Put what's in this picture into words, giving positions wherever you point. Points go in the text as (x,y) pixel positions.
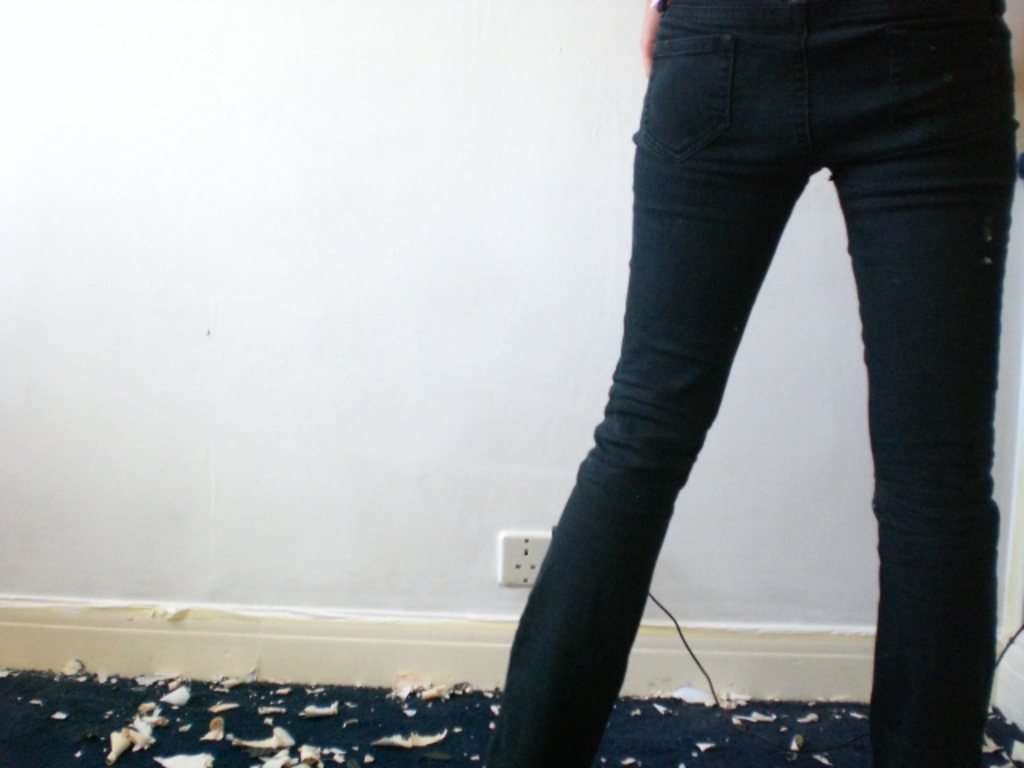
There is one person (765,218) standing on the right side of this image (696,303), and there is a white color wall (441,313) in the background (761,486). There is a power socket (509,577) and there is a floor (387,703) at the bottom of this image (790,739).
